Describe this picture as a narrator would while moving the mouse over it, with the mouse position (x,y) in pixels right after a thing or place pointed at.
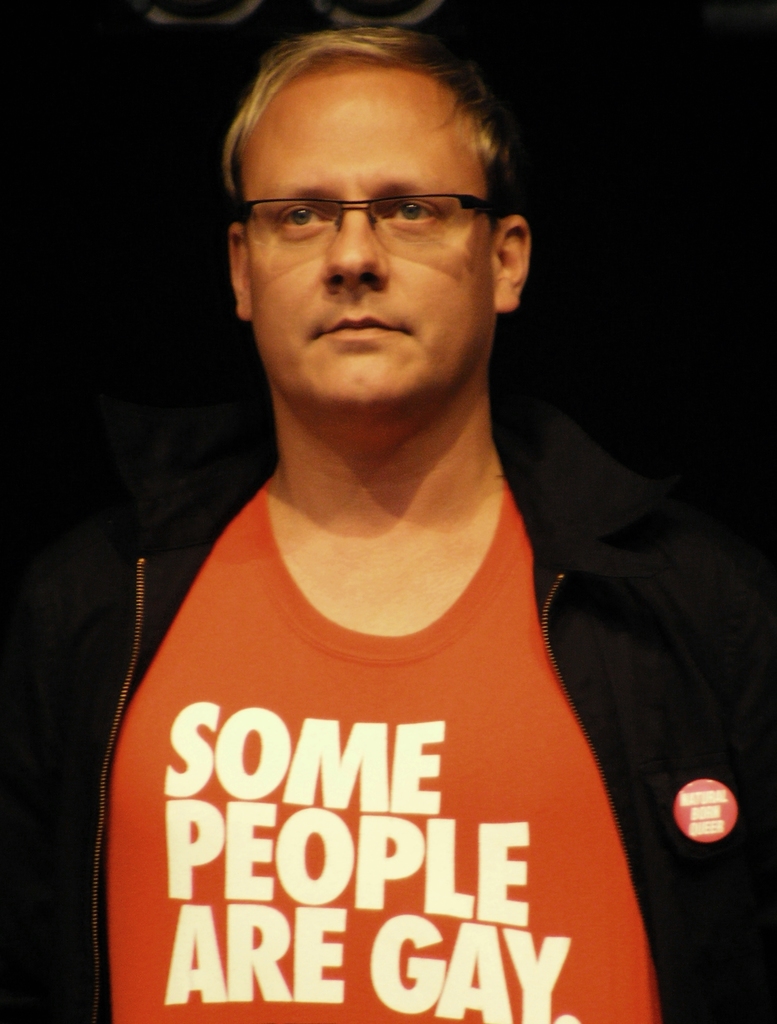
In this picture we can see a person (404,489) wearing spectacles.
